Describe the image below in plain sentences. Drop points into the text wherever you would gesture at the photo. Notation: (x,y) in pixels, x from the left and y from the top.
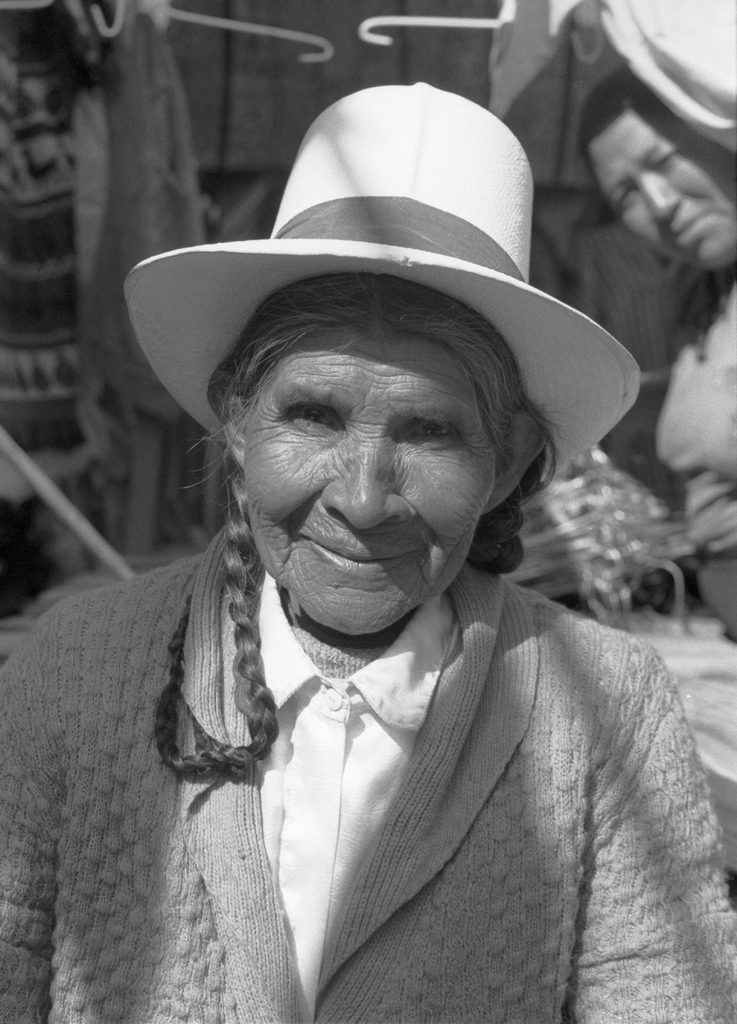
In this image I can see the black and white picture of a woman (329,708) wearing white colored dress (356,827), jacket (398,844) and hat (399,185) is smiling. In the background (203,459) I can see few clothes (69,295), a person (727,503) standing and few other objects (620,572).
